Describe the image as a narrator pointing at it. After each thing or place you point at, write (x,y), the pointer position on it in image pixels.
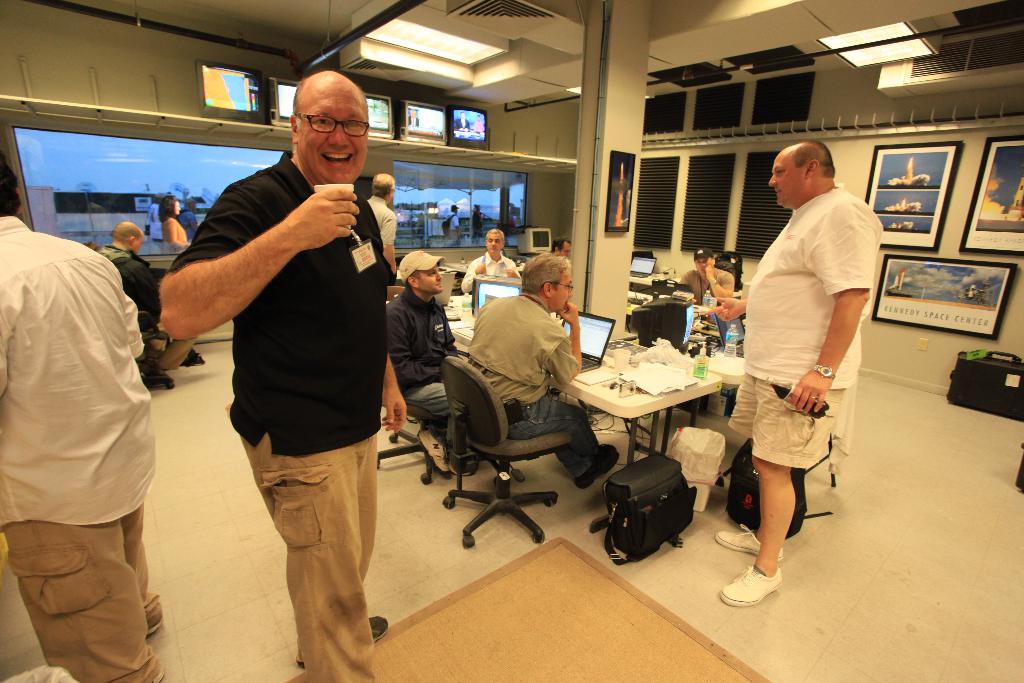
There are group of persons (422,345) sitting in this image and standing. At the middle of the image (347,310) there is a person (335,378) wearing a black color T-shirt (352,298) standing and having a drink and at the right side (763,268) person (753,359) holding sunglasses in his left hand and at the background of the image (935,302) there are TVs (378,129) and paintings (909,183).
